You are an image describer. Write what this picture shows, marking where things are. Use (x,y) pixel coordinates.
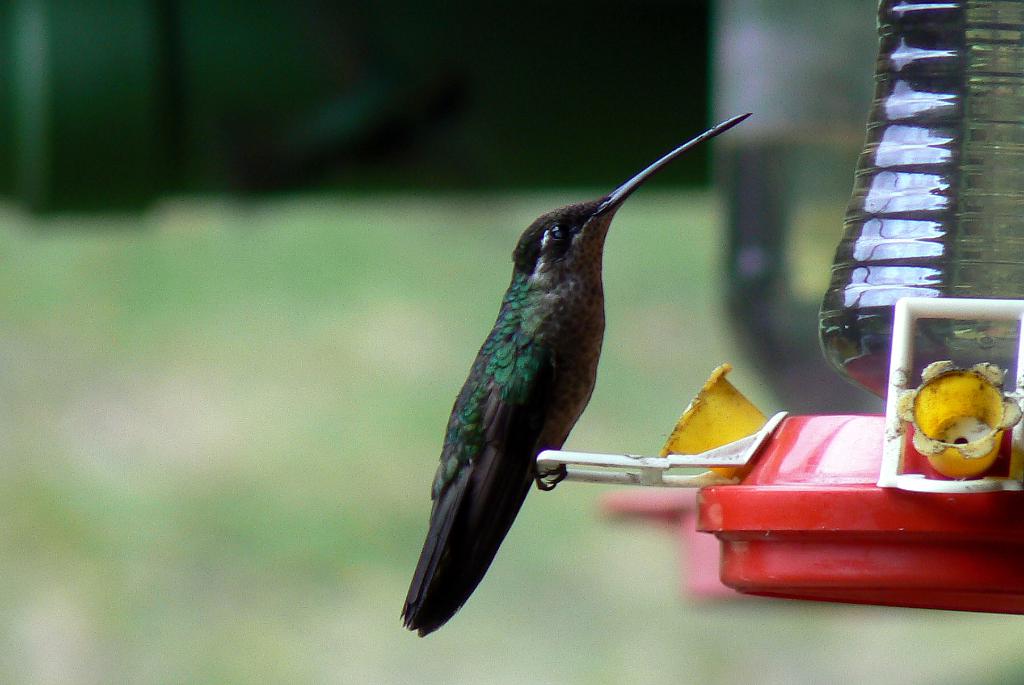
In this picture there is a bird (539,416), standing on this handle (641,456). Here we can see glass (932,186) and red object (859,505). In the background (448,104) we can see trees (77,24) and grass (222,384).
